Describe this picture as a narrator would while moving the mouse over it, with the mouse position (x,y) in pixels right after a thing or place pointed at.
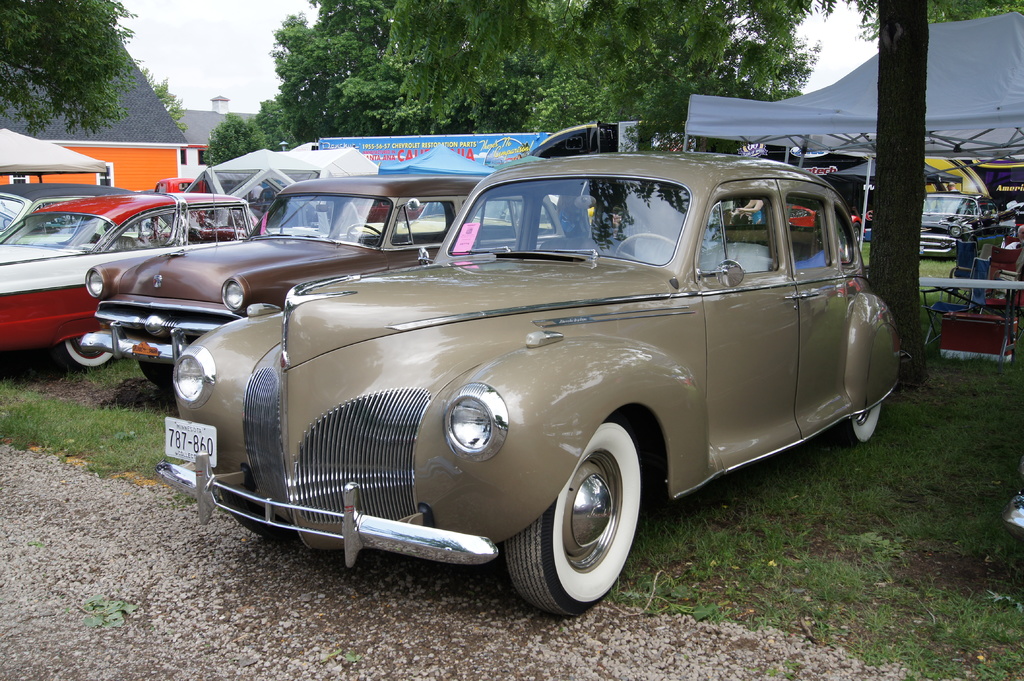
In this image, there are cars (773,304) on the grass (736,494). On the left (37,155) and right side of the image (970,121), I can see canopy tents (945,134). On the right side of the image (983,303), I can see a table (960,281) and chairs (989,252). In the background (135,140) there are houses (174,149), trees (102,67), the sky (269,28) and it looks like a board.
